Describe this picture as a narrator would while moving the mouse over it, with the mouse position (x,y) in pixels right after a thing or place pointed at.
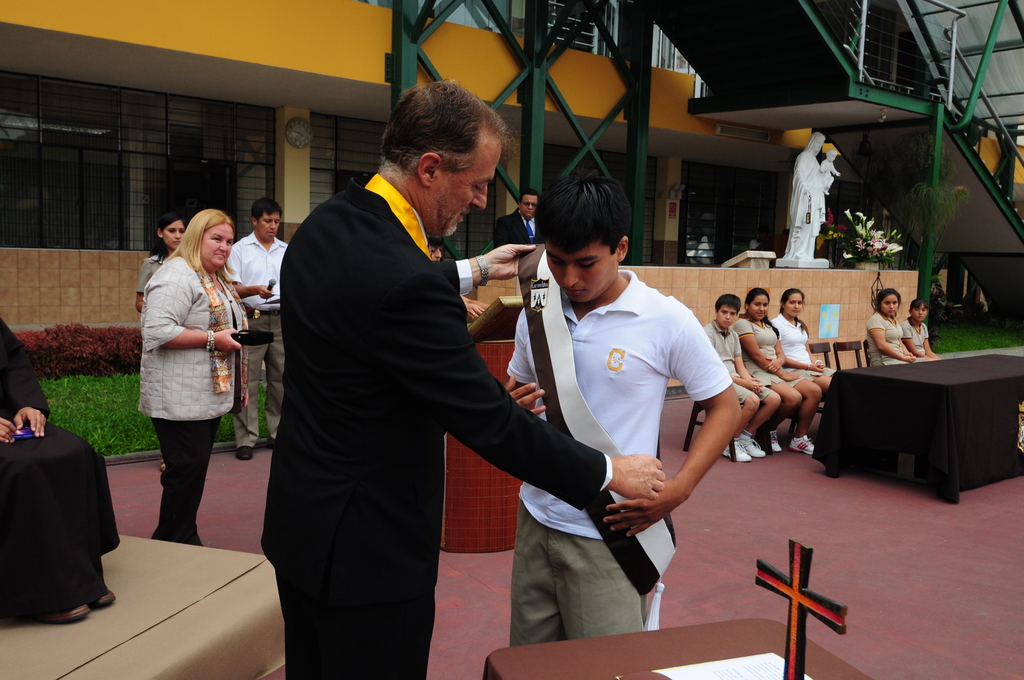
In this image, we can see a person (460,322) wearing a sash (559,369) to another person (572,288). In the background (830,234), there are people (284,242) and some are sitting on the chairs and some are holding objects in their hands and we can see a building (703,35) and there are railings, grilles (348,143), a clock (307,129) on the wall (296,182) and we can see a statue (799,232) and some flower pots (849,220) and there is a cloth (866,369) on the table (837,451) and we can see stands (505,498) and a cross (797,618) and a paper (730,666) and bushes (115,360). At the bottom (905,551), there is a floor (922,546).
